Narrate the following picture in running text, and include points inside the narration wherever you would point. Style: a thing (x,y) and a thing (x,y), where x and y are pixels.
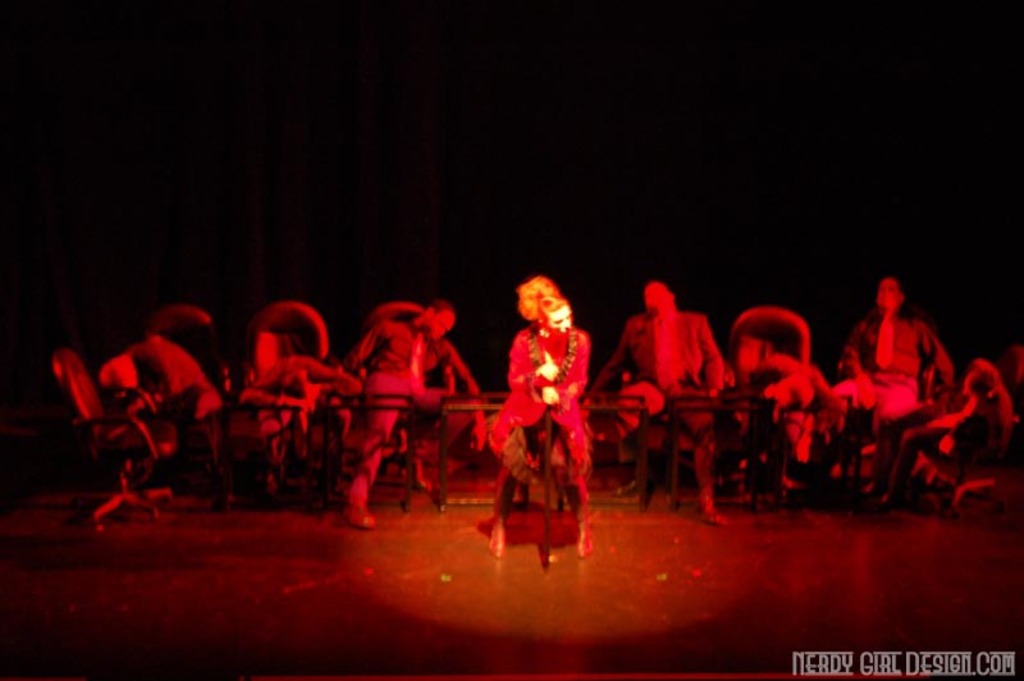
As we can see in the image there are few people (278,411) here and there. The person (534,319) over here is wearing red color dress (554,406). The image is little dark.
